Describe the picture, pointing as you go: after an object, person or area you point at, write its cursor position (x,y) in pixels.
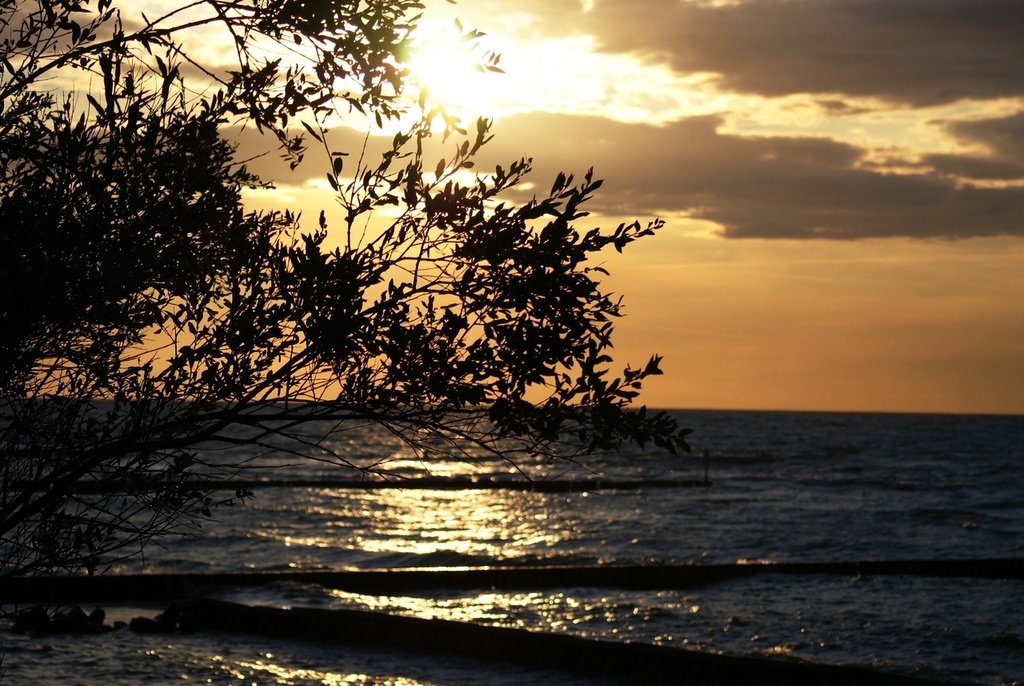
In this image we can see a large water body (493,520), a tree (287,465), some stones (213,606), the sun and the sky (767,324) which looks cloudy.
